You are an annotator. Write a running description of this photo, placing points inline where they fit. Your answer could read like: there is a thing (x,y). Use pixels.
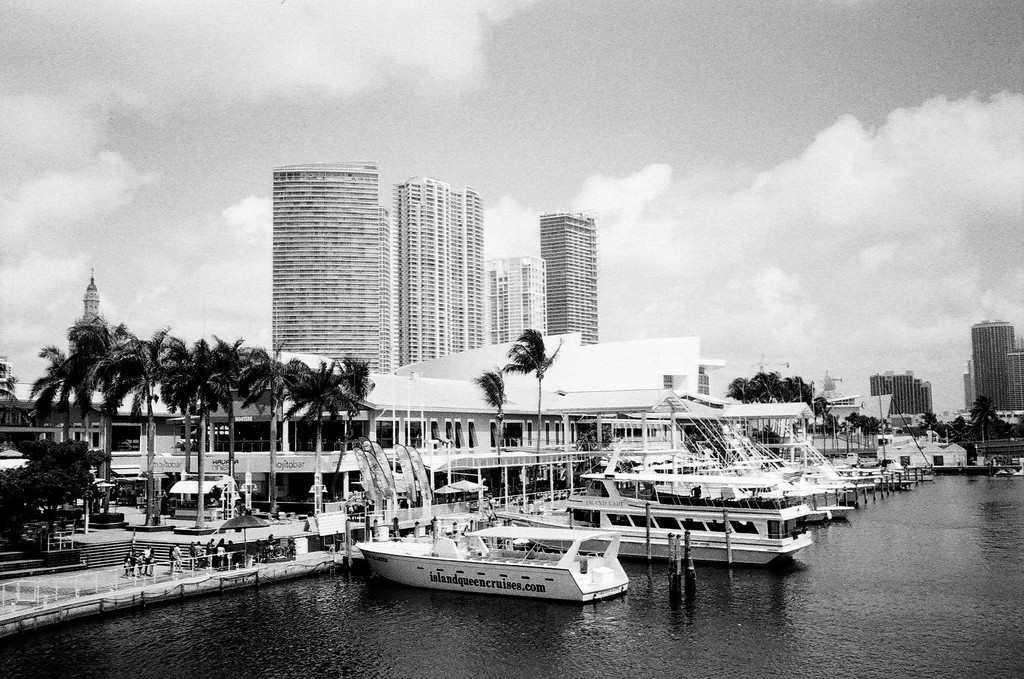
In this image in front there are ships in the water (776,608). There is a metal fence (205,572). There are people (219,563). There are tents (460,490). In the background of the image (450,398) there are trees (317,390), buildings (471,394) and sky (898,137).
